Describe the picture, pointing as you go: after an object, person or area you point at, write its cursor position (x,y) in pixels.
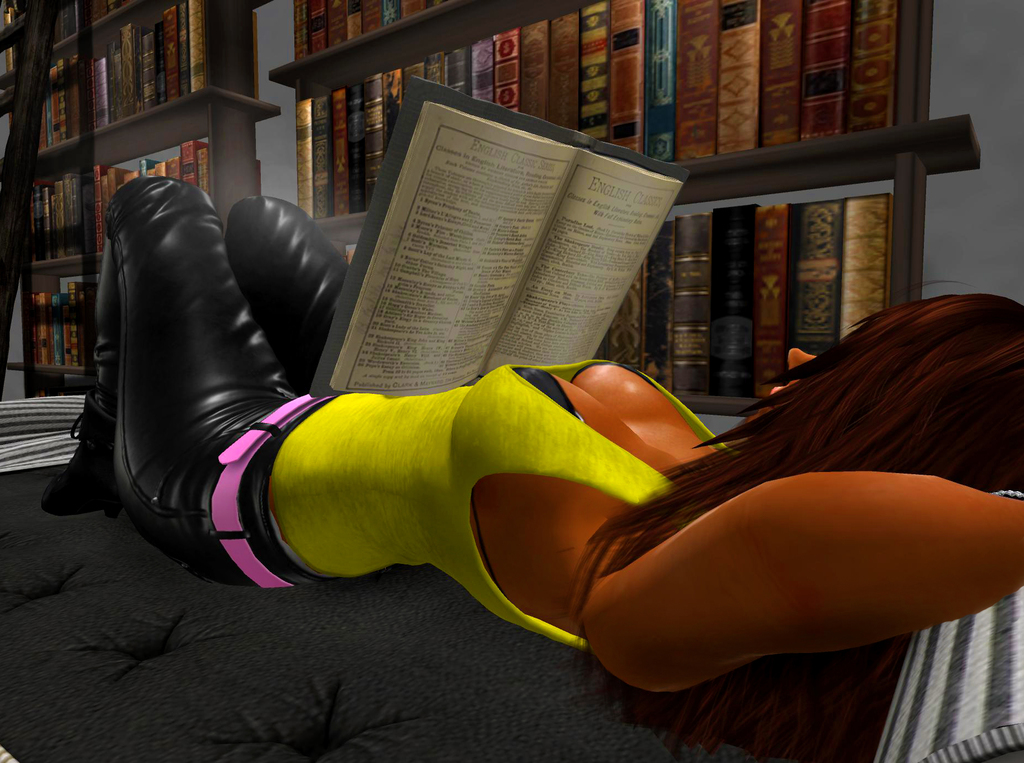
In the picture we can see an animated woman (116,339) lying on the bed (200,692) with her we can see a book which is opened and beside her we can see the book rack (915,6) with full of books (97,93) in it.
